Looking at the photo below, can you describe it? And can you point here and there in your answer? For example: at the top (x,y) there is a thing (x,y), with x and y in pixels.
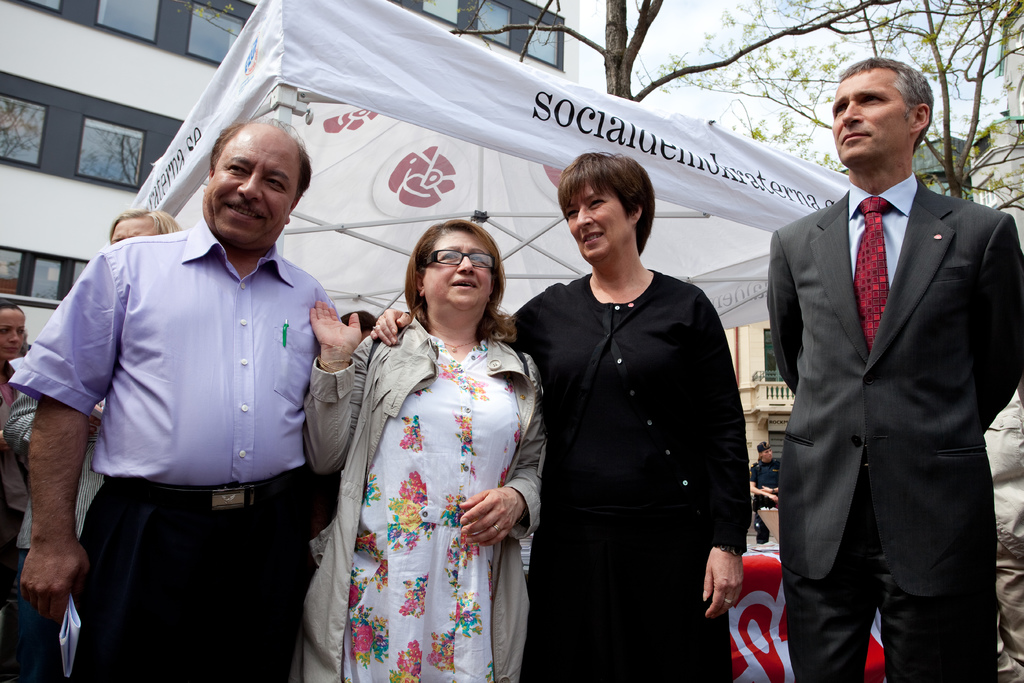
In the image we can see two men (830,507) and two women (565,518) standing, wearing clothes (792,469) and they are smiling. Behind them there are other people (5,422). Here we can see the pole tent (394,163) and buildings (158,64) and these are the windows (103,130) of the building (110,109). There are trees (671,75) and the sky (683,52).
